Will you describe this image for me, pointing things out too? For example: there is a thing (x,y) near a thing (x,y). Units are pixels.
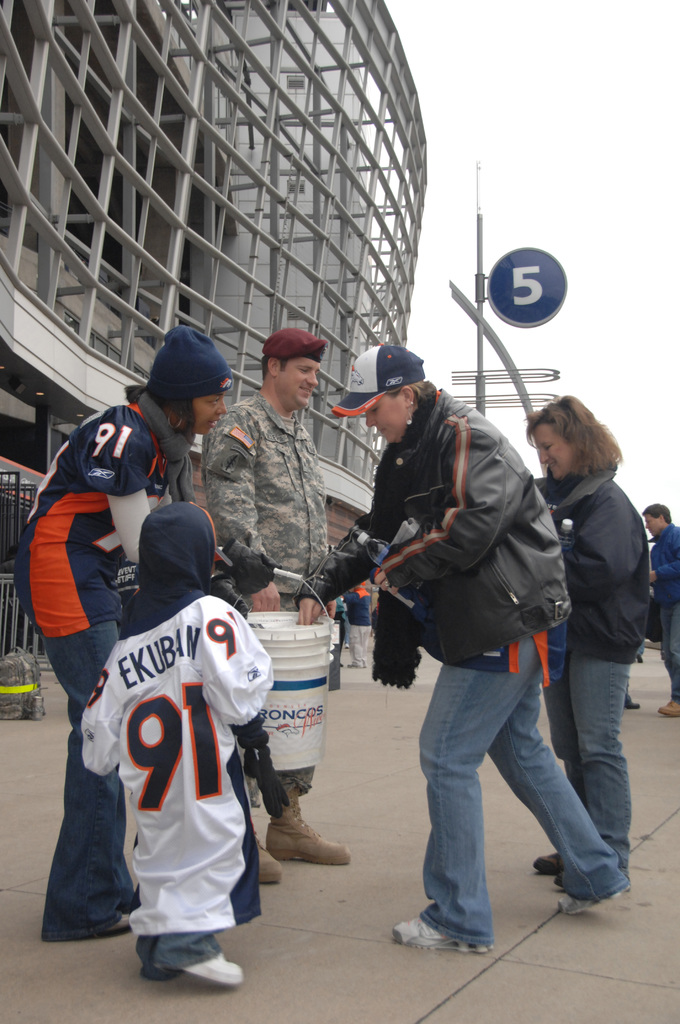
In this image there are one man (268,469), three women (574,492) and a kid (178,563) beside the woman (639,558) there is another man (656,557), they are standing on a path (493,793), in the background (78,285) there is building (331,342) and a sky (591,301).
